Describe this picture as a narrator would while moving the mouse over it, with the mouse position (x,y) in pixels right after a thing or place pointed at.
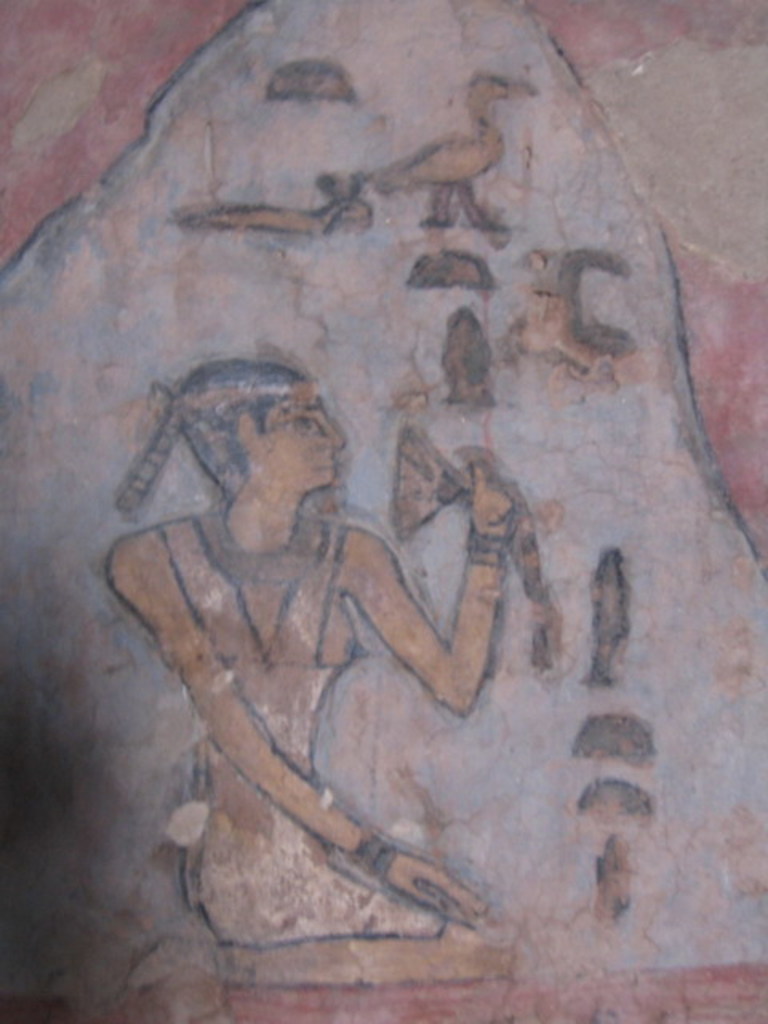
In the center of this picture (270,504) there is an object (366,77) on which we can see the drawing of a person (272,549), drawing of a bird (464,177) and the drawings of some other objects (468,278).
